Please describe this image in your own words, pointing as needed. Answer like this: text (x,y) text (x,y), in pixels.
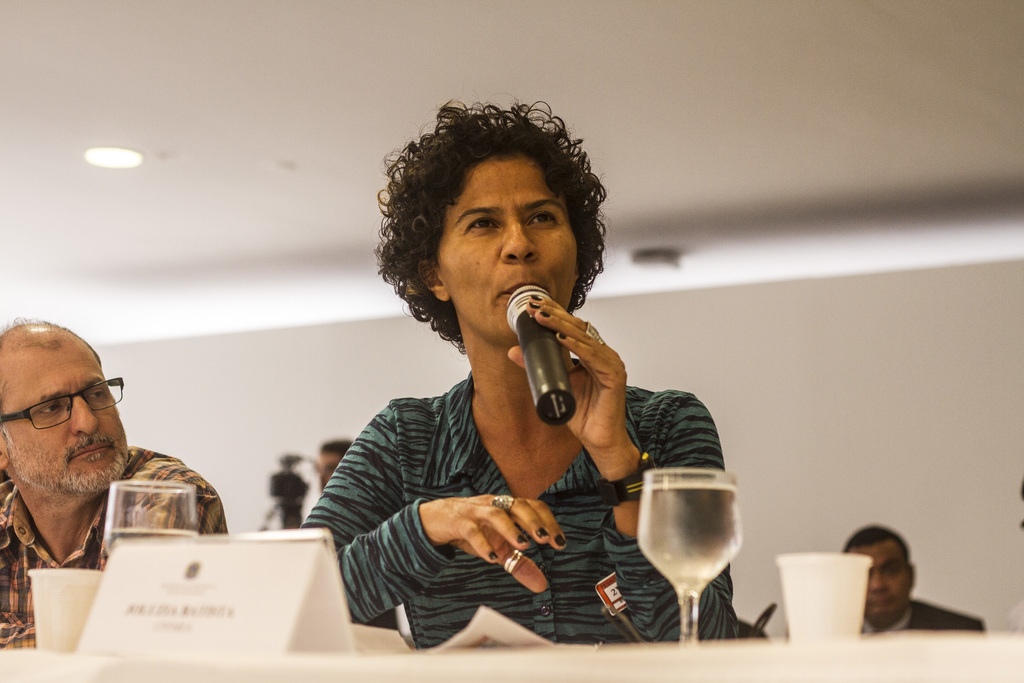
This image is clicked in a room (360,363). There is a light (118,163) on the left side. There are people (453,568) sitting near the table (761,668), on the table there is a name board (139,586), glass (690,637), cups (70,609). In the middle (598,245) a woman (498,220) is sitting, she is holding mic (536,375) in her hand (587,366). She is talking something.
